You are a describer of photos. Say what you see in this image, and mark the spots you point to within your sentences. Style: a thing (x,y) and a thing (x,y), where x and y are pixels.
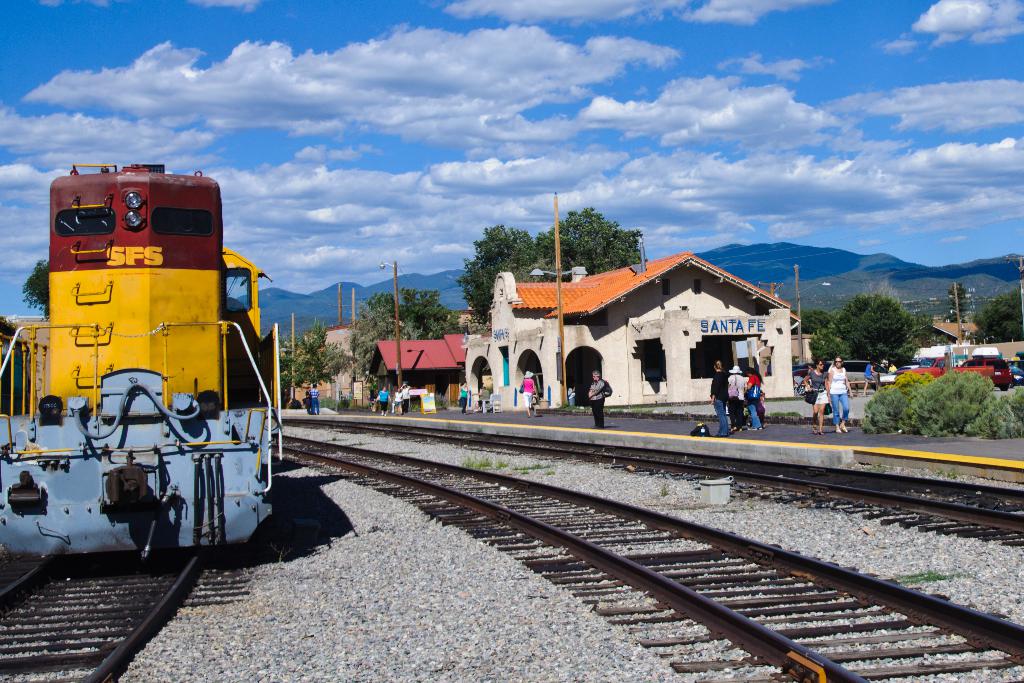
In this picture we can see a train (55,377) on a railway track (16,592) on the left side (195,455). We can see railway tracks (709,465) on the right side (704,656). There are a few people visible on the path (900,444). We can see poles (557,271), trees (423,302), houses (495,282), vehicles (903,366) and mountains (881,271) are visible in the background (928,278). Sky (116,121) is blue in color and cloudy.
